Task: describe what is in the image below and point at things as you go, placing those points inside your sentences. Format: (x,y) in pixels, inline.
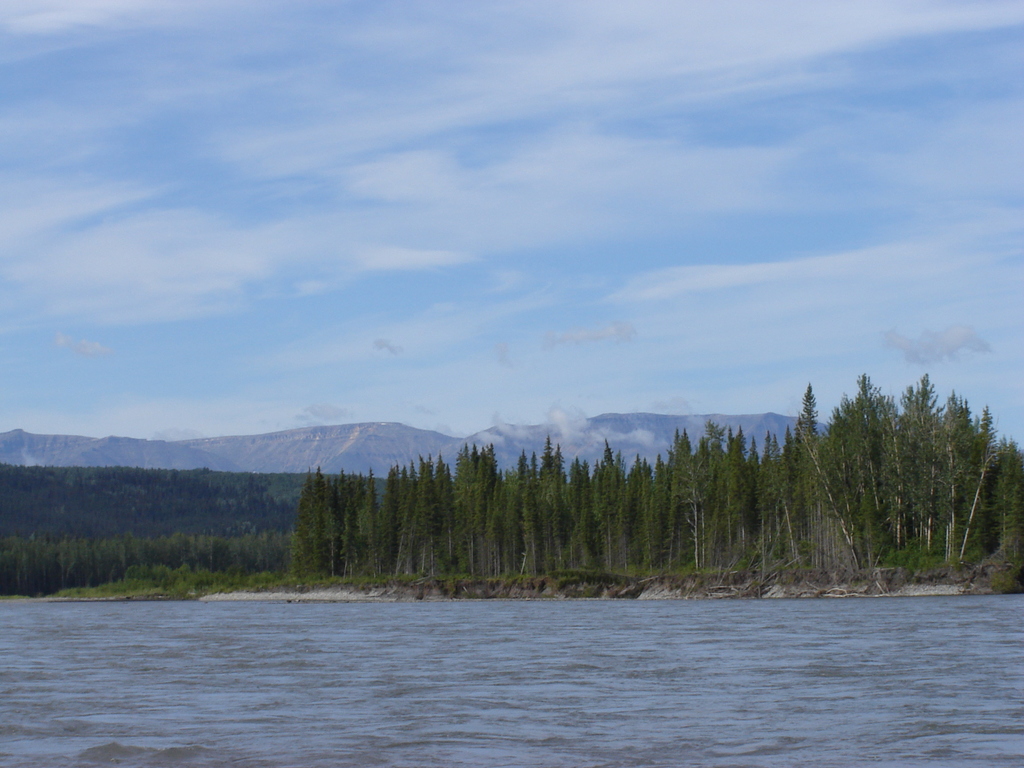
In the image we can see trees (667,562), water (501,620), mountain (138,459) and the cloudy sky (244,200).
